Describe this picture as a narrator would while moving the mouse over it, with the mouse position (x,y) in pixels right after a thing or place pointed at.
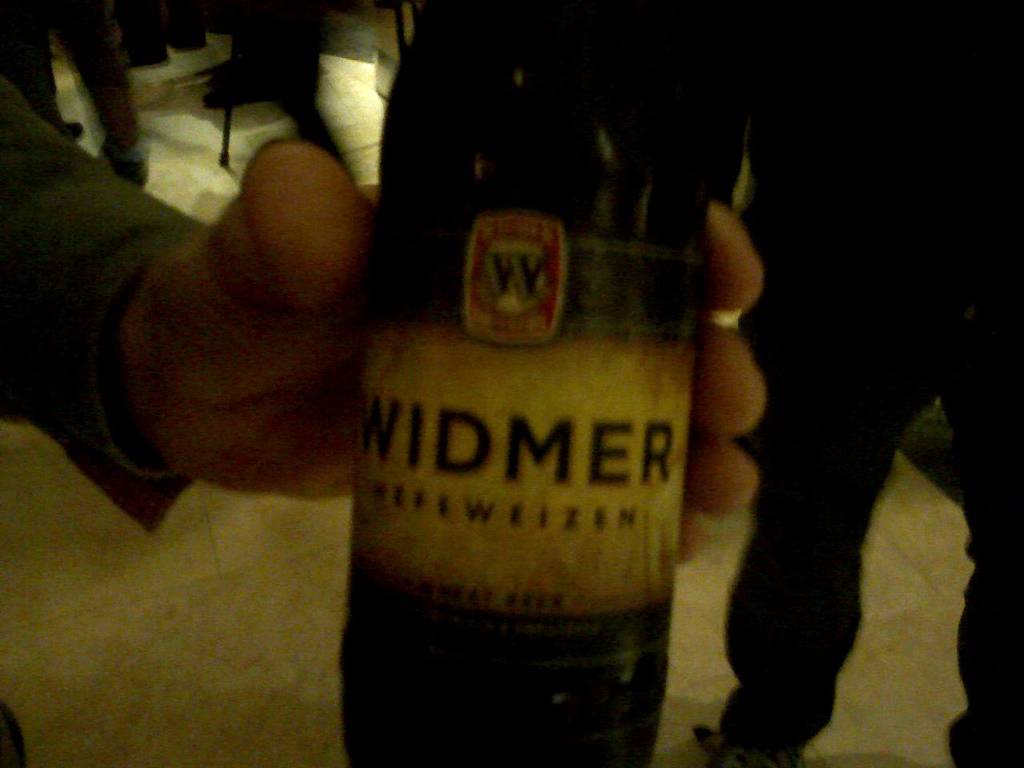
In the center of the image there is a person's hand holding a bottle (387,757). At the right side of the image (748,142) there is a person (848,546).
